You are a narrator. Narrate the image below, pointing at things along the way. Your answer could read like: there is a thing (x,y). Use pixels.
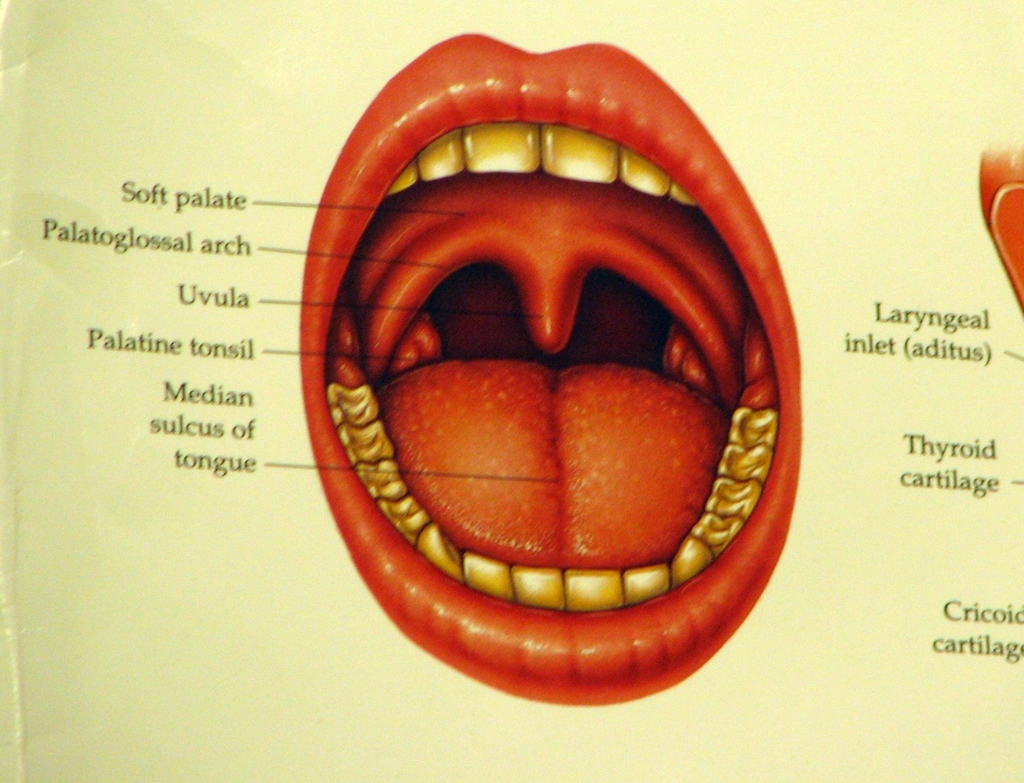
This is a paper (191,532). On this paper (192,384) we can see the picture (743,476) of a mouth (540,454). Here we can see tongue (580,519), teeth (635,590), lips (503,636), and text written on it.
